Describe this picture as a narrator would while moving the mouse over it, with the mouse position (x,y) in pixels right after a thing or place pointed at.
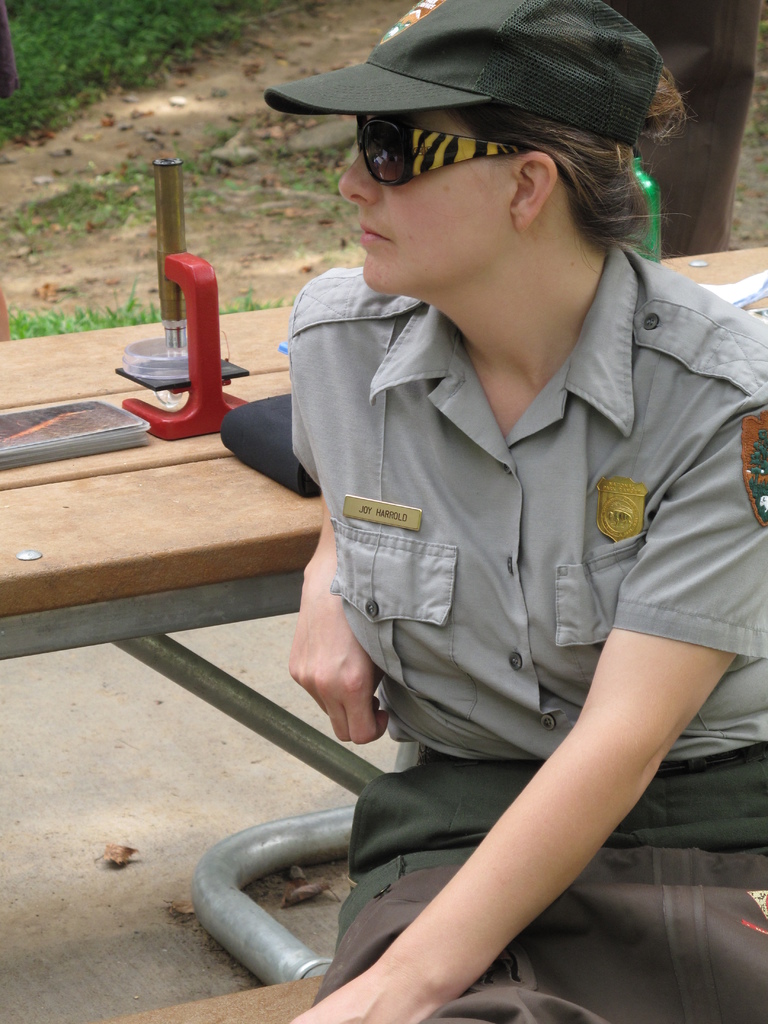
In the picture I can see a woman (470,522) is sitting on a bench (250,939) and wearing a cap (589,103), shades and a uniform (534,673). On the wooden table (191,532) I can see some objects (195,391) on it. In the background (127,70) I can see the grass (117,37).
